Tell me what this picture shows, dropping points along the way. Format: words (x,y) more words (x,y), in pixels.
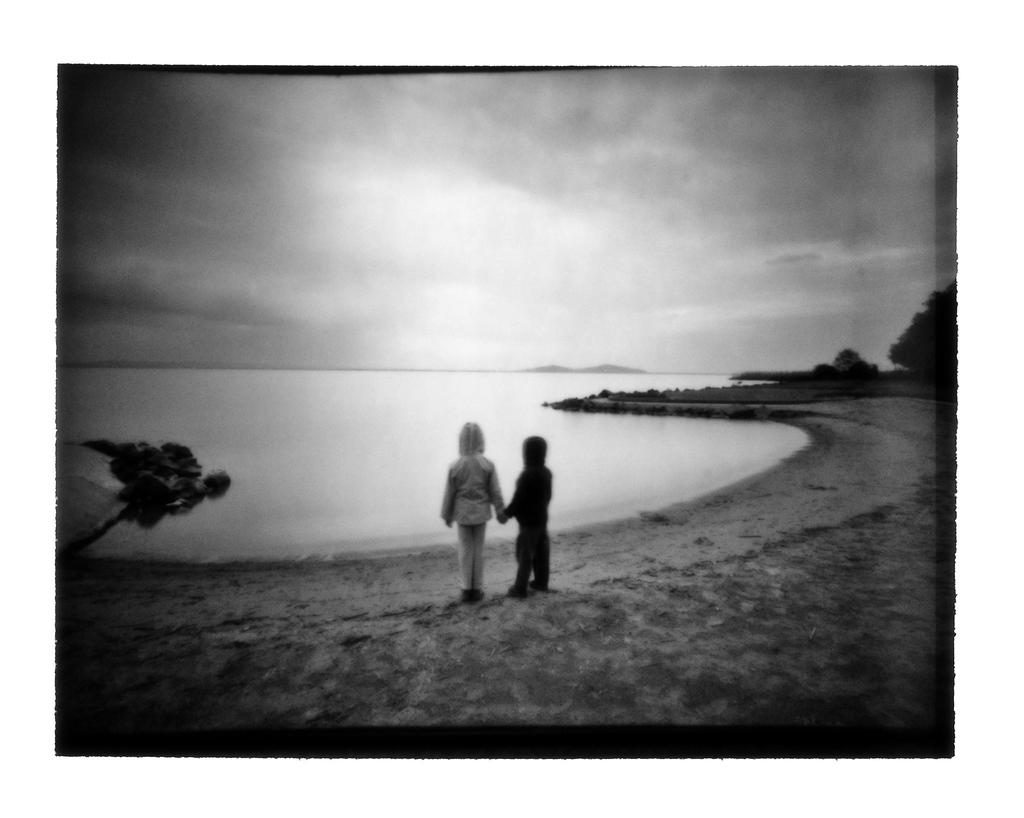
In the image we can see a sea (360,428). There are many trees (906,354) in the image. There are two persons (488,494) are standing at the seashore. There is a slightly cloudy sky (434,251) in the image.
